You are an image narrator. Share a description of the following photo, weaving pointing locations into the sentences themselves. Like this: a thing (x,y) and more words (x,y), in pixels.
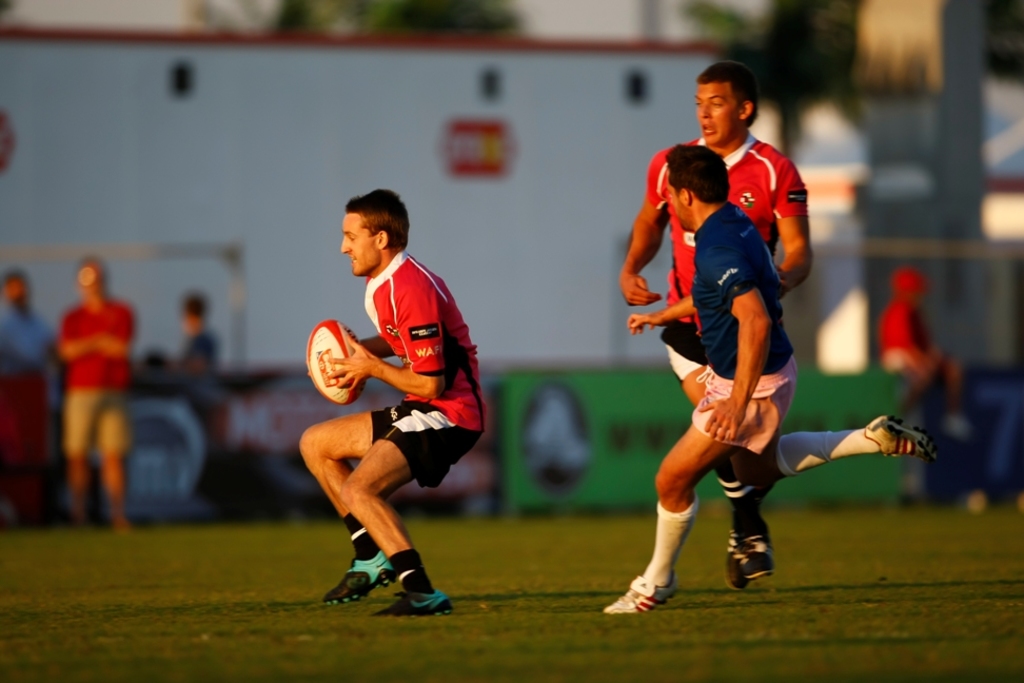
Here I can see three men (435,347) wearing sports dresses (717,254) and playing a game in the ground (495,636). One man (370,428) is holding a ball (333,347) in the hands (342,374). On the left side (119,388) there are few people (110,349) standing and looking at these men (719,460). In the background (421,122) there is a board (361,138). The background (481,181) is blurred.
